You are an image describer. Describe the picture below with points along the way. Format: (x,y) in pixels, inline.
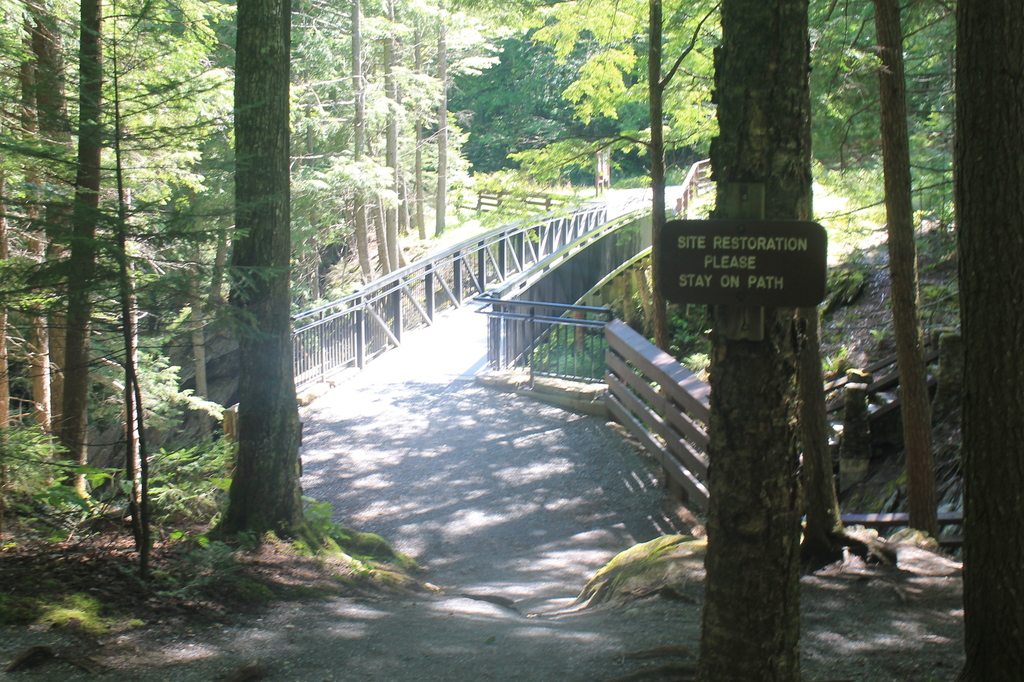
At the bottom of the picture (436,599), we see the pavement (529,603). On the right side (897,274), we see the trees (739,457) and a board (818,257) in brown color with some text (729,287) written on it. Behind that, we see the wooden railing (683,454). On the left side (152,336), we see the trees (127,390). In the middle (379,293), we see the bridge (402,347) and the railing (534,260). There are trees (568,124) in the background (869,147).
